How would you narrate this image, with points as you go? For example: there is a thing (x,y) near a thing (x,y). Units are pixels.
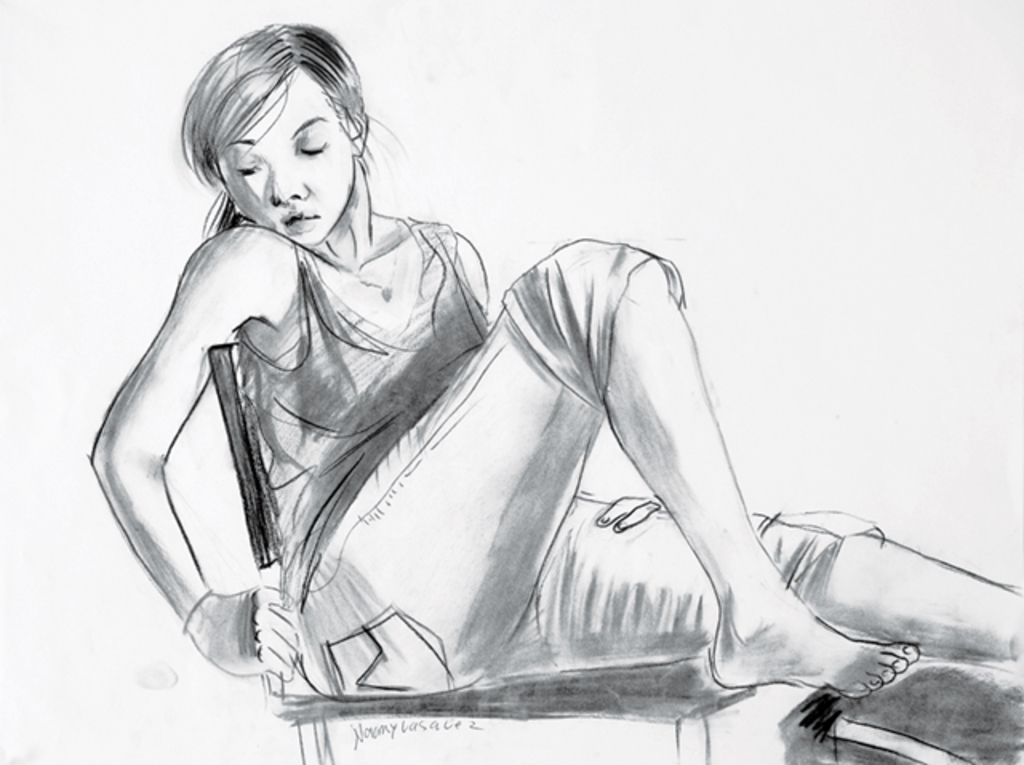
In this image we can see the sketch (402,396) of a lady (411,446) on the chair (299,704). At the bottom of the image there is the text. The background of the image (215,750) is white.
